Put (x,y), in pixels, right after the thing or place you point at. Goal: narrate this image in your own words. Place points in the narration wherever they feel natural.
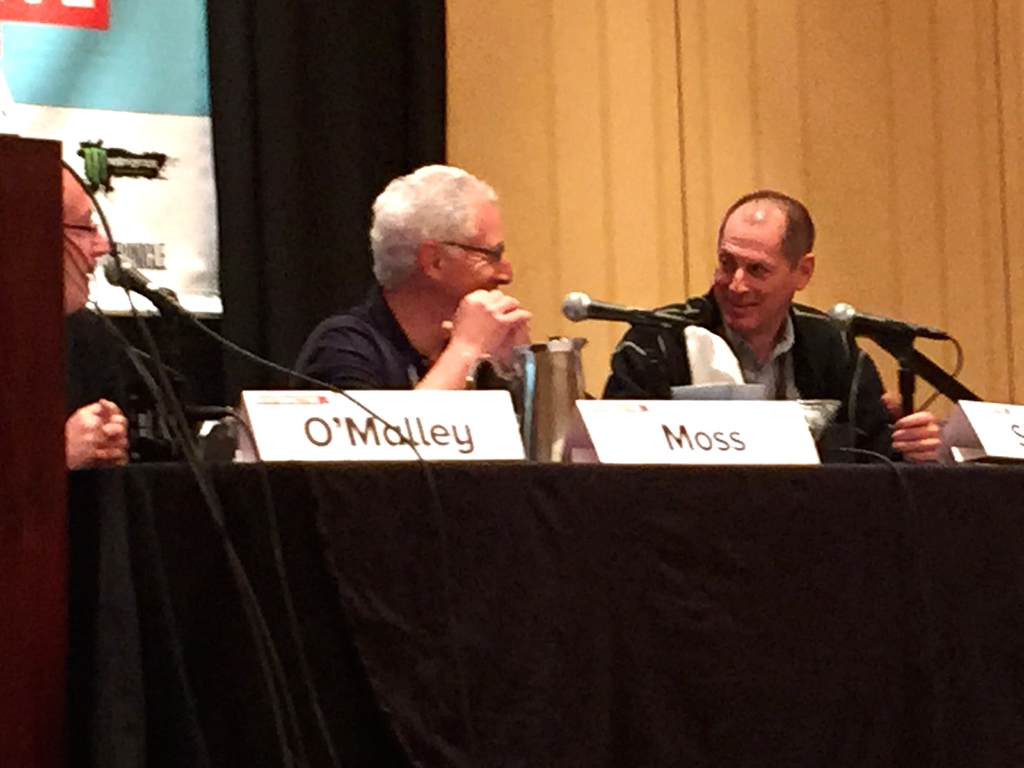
In this image in the front (304,530) there is a table (517,544) which is covered with black colour cloth (658,541). On the top of the table (525,493) there are wires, mics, boards (632,437) with some text (665,442) written on it, there is a jar (561,409). In the center (518,313) there are persons (521,315) sitting and smiling. In the background (162,167) there is a banner (149,134) with some text (113,157) written on it and there are curtains (377,124) which are visible.
